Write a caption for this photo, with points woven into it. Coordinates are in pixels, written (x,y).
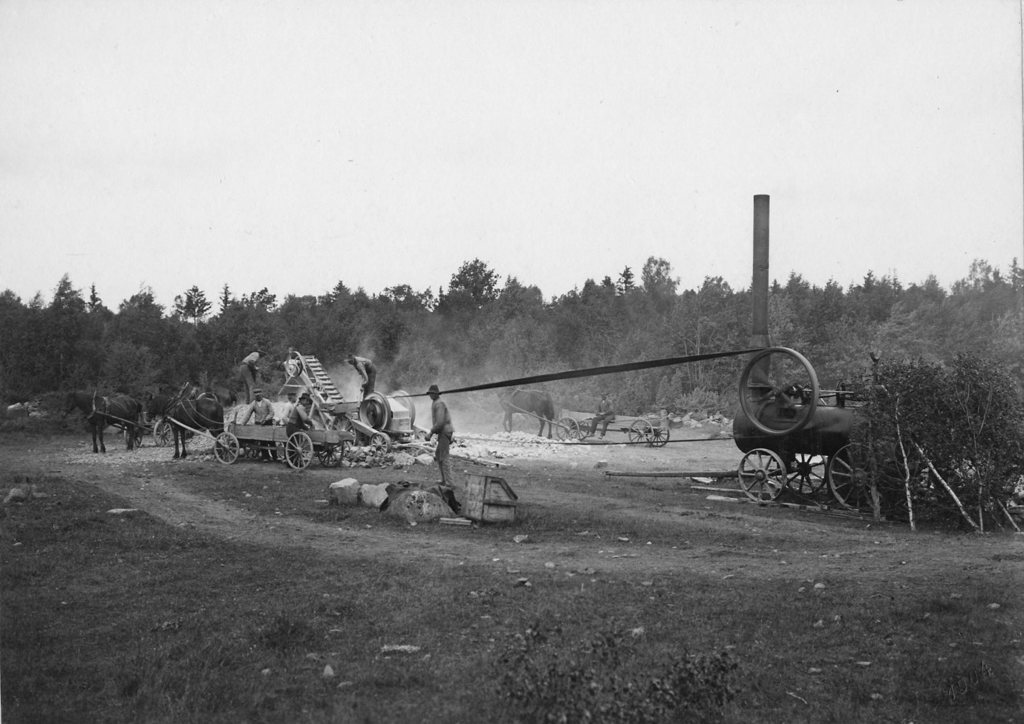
In this picture we can see carts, animals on the ground (689,596), here we can see people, trees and some objects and we can see sky (897,146) in the background (887,138).
